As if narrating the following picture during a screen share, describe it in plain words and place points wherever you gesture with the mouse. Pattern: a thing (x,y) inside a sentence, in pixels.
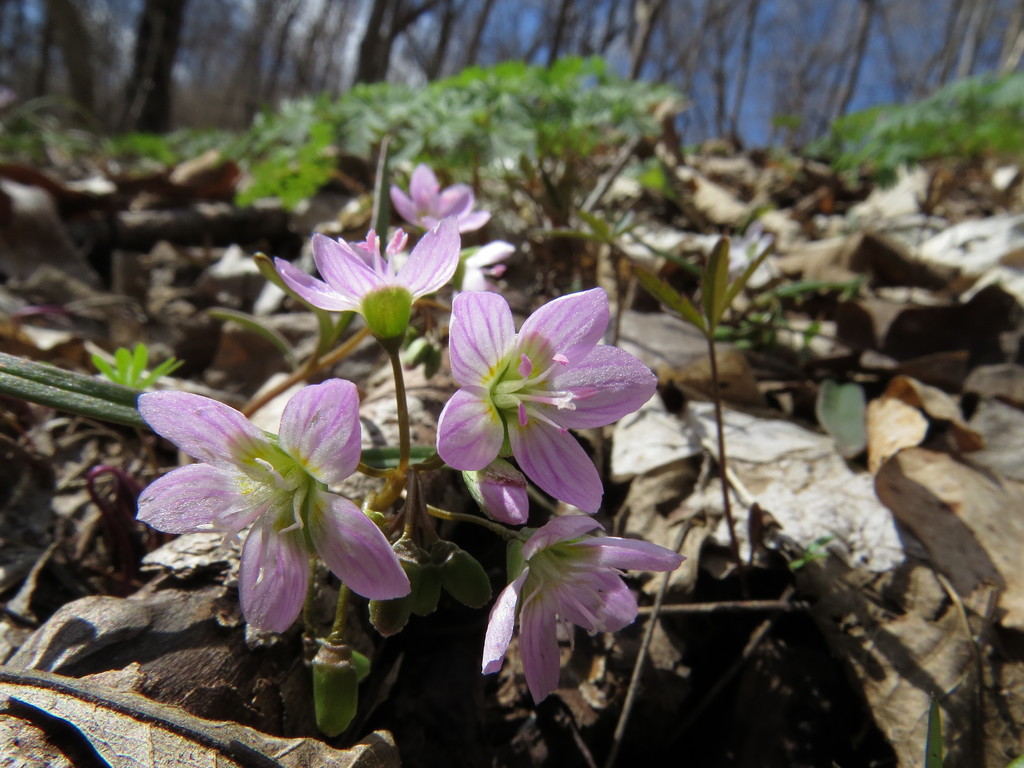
In the foreground of the picture (522,448) there are flowers (317,486), dry leaves (891,648) and plants (307,123). The background (646,47) is blurred. In the background (55,87) there are trees (167,90). Sky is sunny.
